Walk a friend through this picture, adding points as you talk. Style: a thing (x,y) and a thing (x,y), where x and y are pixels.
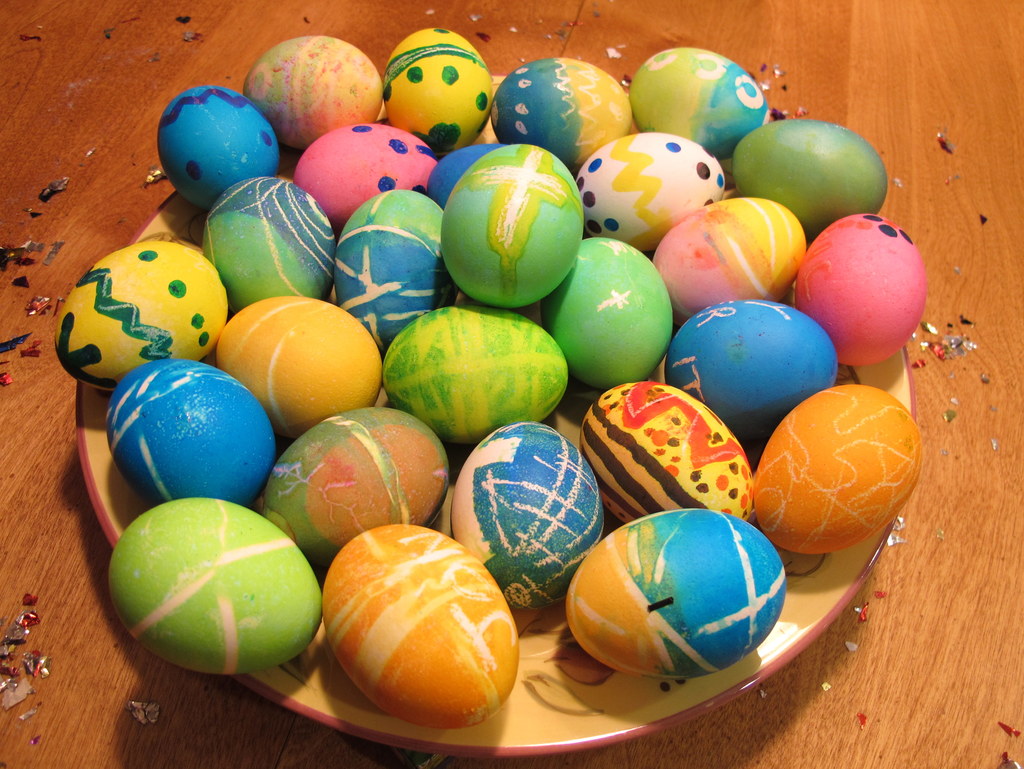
In this picture we can see a plate (601,716), at the bottom (815,740) there is a wooden surface (913,708), we can see different colors of eggs (726,296) in this plate (602,391).
